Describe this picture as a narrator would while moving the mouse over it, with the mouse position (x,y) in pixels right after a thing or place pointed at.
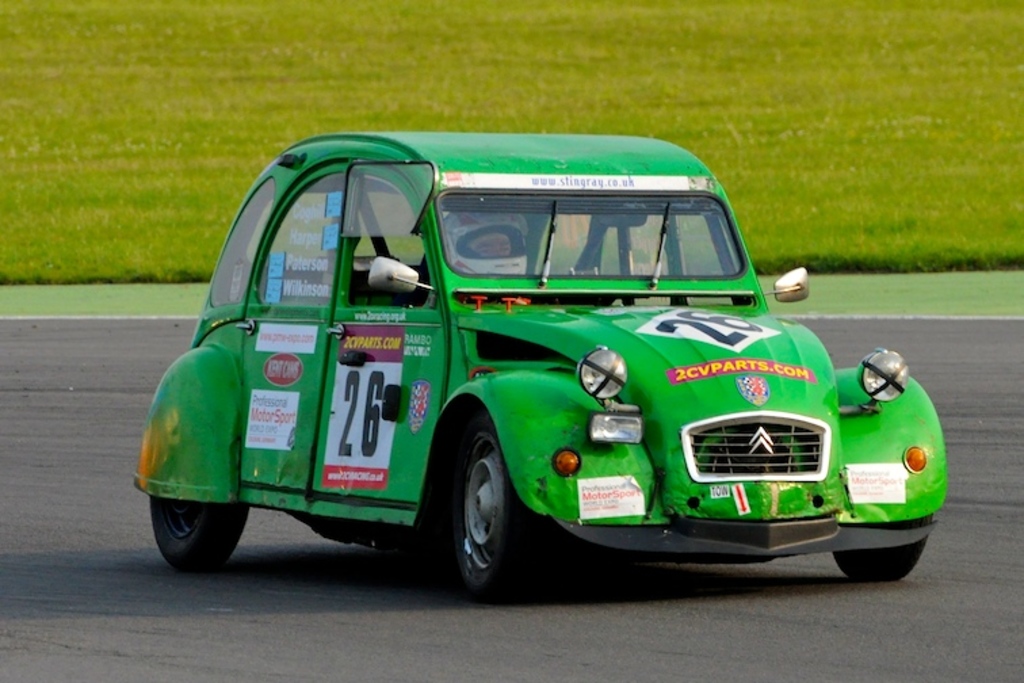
In this image, we can see a person (500,257) wearing a helmet (517,260) and riding a car (617,453) on the road (1001,506). In the background (1023,228), we can see grass (545,129).
